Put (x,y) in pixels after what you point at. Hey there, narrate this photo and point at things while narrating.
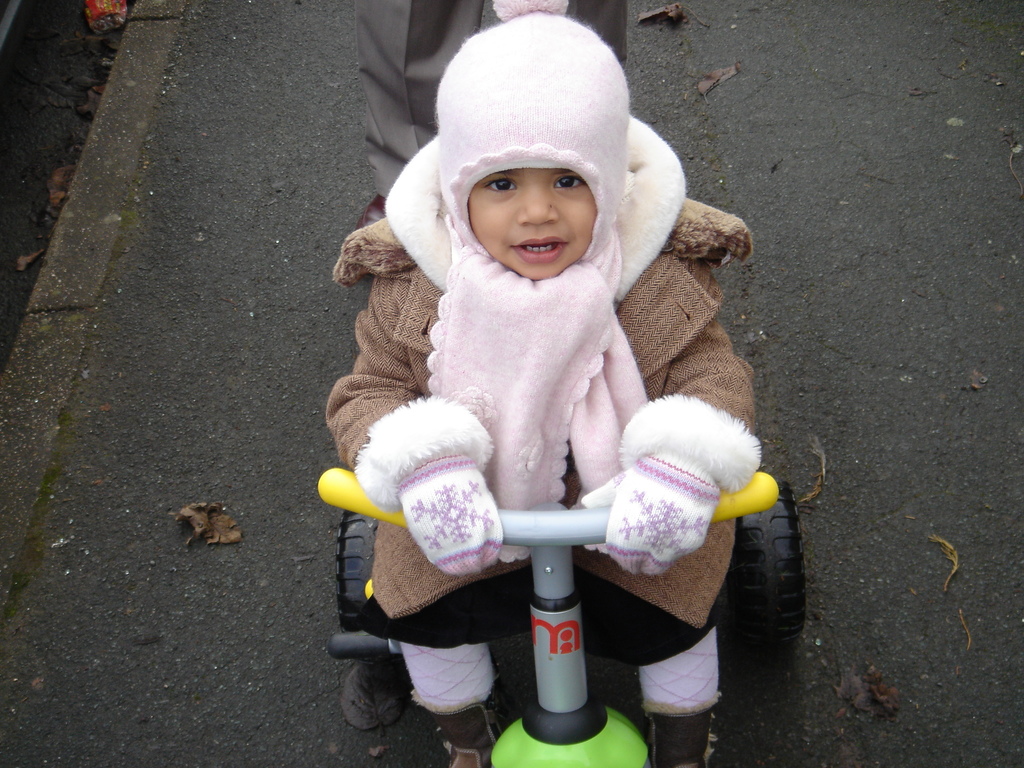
In this image we can see a child (562,364) sitting on the baby cycle (552,571) and a person (445,44) standing on the road (234,217).
